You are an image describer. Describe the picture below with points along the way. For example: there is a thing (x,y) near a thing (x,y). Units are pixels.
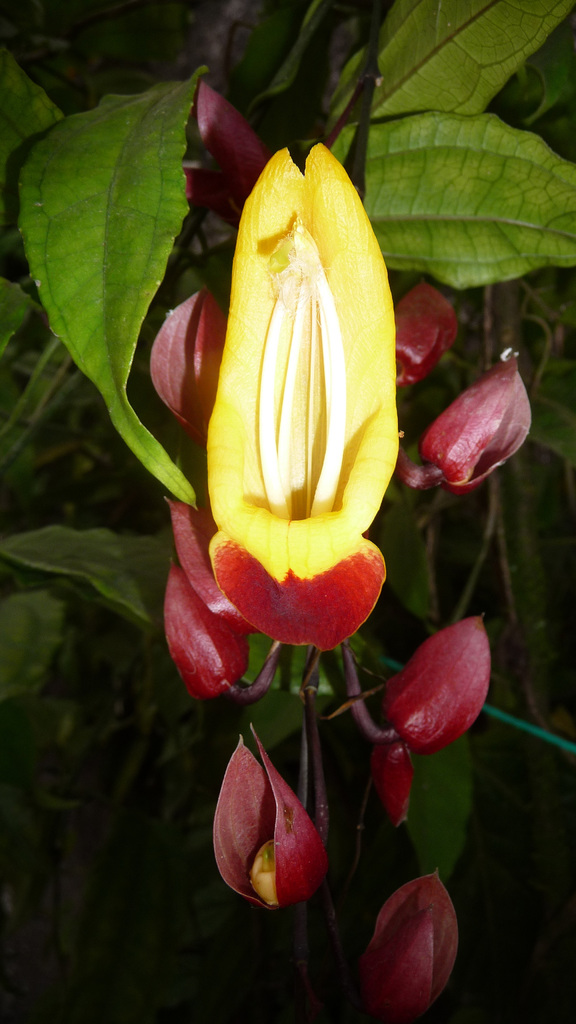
In this image there is a plant (135,532) to which there is a flower (262,401). There are small buds (268,767) around the flower (278,430).
